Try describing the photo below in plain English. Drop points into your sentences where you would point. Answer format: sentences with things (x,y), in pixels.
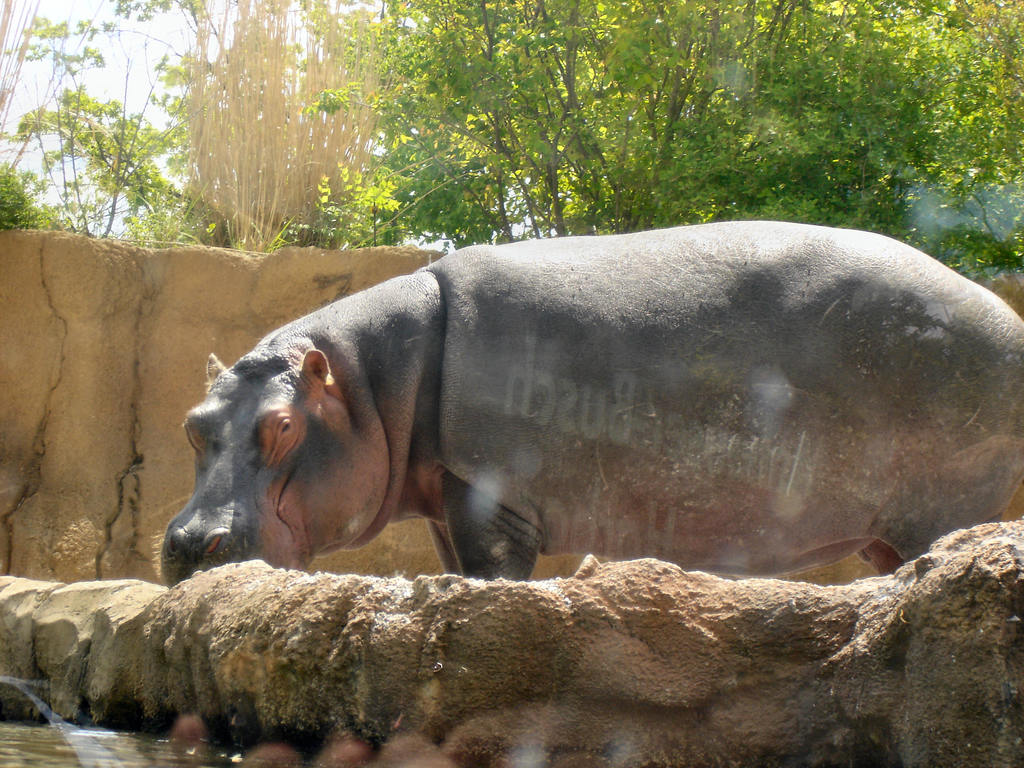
In this picture we can see a hippopotamus (606,431) standing, at the left bottom (107,763) there is water (125,753), we can see trees (653,51) in the background (766,110).
